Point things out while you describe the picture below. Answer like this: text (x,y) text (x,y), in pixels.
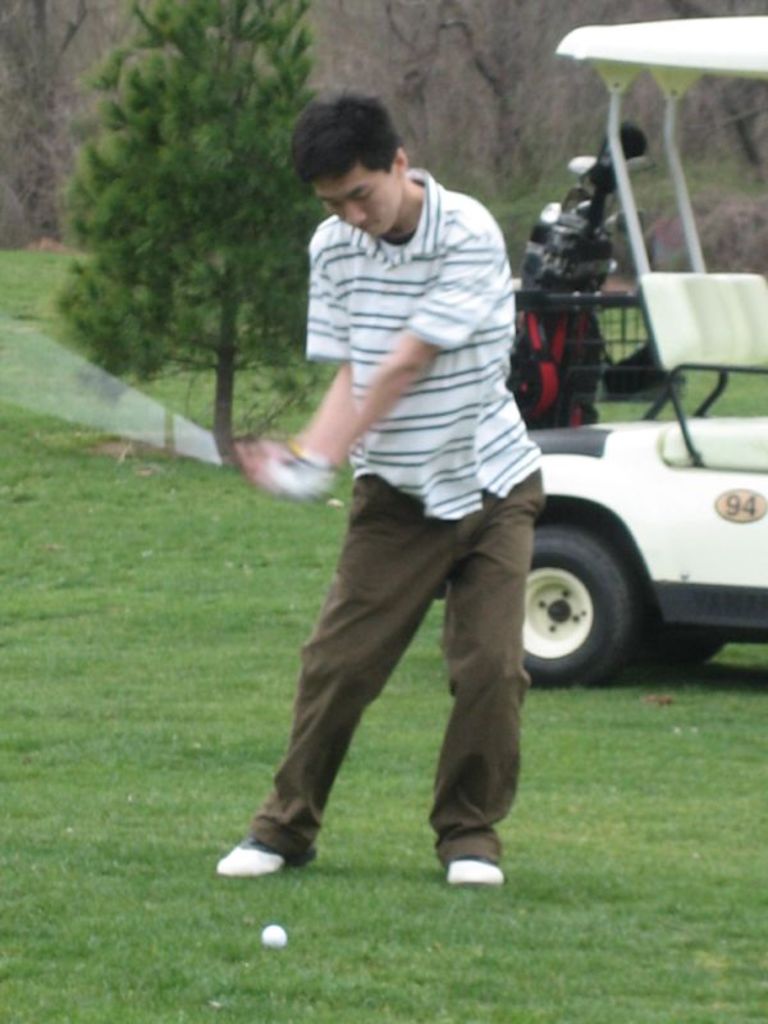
In the foreground of the picture (347,577) I can see a man (408,600) wearing a T-shirt (460,243) and he is holding a golf bat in his hands (262,489). I can see the golf ball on the green grass (260,888) at the bottom of the picture (319,888). I can see a vehicle (688,289) on the right side (634,303). In the background (259,140), I can see the trees (188,56).
